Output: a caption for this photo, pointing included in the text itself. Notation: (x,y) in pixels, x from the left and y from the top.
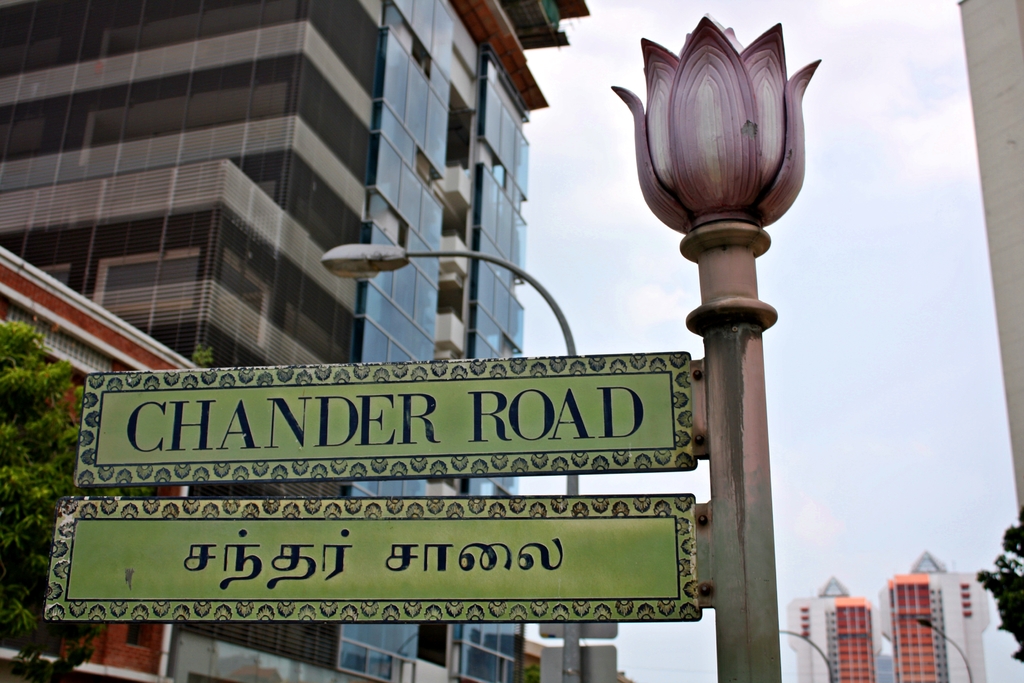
In this image I see a pole (749,670) on which there are 2 boards (323,464) and I see words (480,433) written on it. In the background (64,51) I see the buildings (810,613), trees (40,536) and 3 light poles (787,631) and I see the sky (784,521).
